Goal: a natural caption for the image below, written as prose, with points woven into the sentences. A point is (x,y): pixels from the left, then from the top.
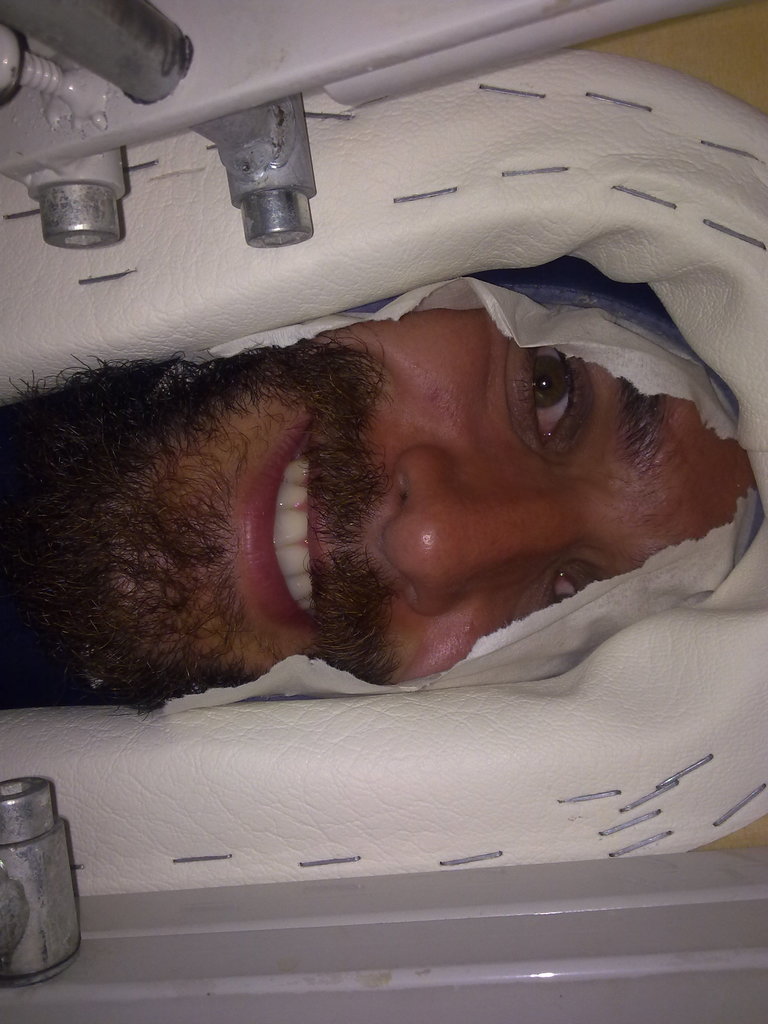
Here in this picture we can see a person (456,500) peeking through a hole (454,312) of something and we can see he is smiling.
